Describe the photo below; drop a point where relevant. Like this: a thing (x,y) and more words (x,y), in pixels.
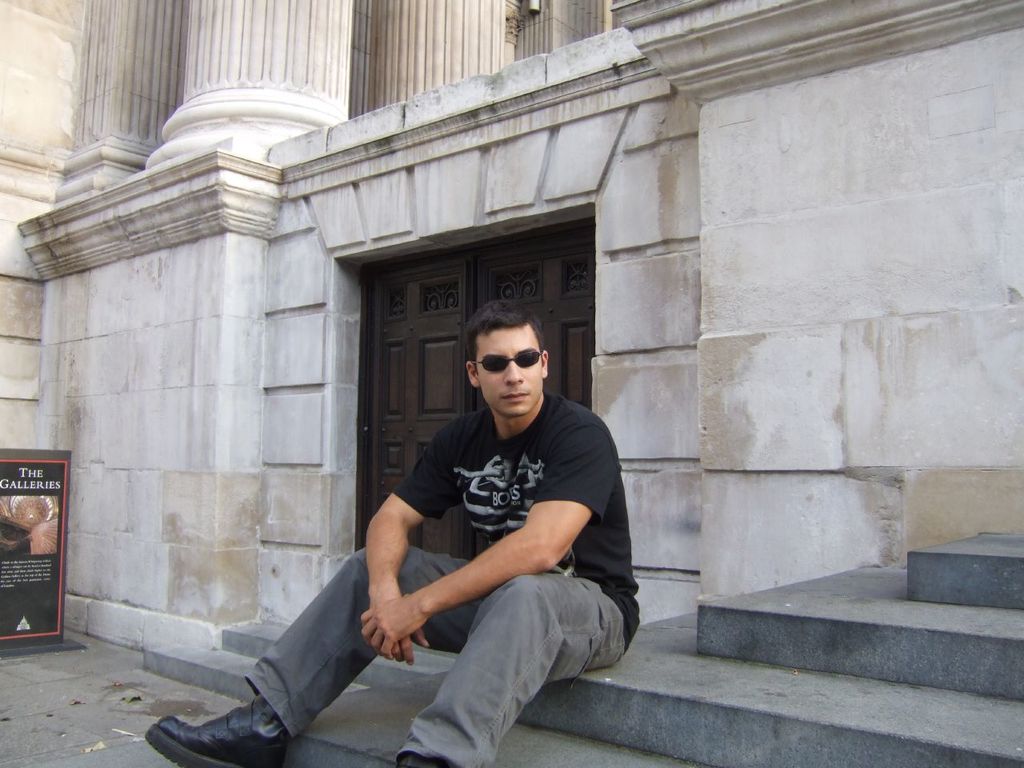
At the bottom of this image (605,513), there is a person (540,393) in a black color T-shirt (600,470), wearing sunglasses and sitting on a step (644,663). Beside him, there are other steps (897,726). On the left side (20,601), there is a board (0,476) having a poster (52,558) arranged on the footpath (17,657). In the background (532,35), there is a building (918,49) which is having the doors (470,259) and pillars (129,34).
